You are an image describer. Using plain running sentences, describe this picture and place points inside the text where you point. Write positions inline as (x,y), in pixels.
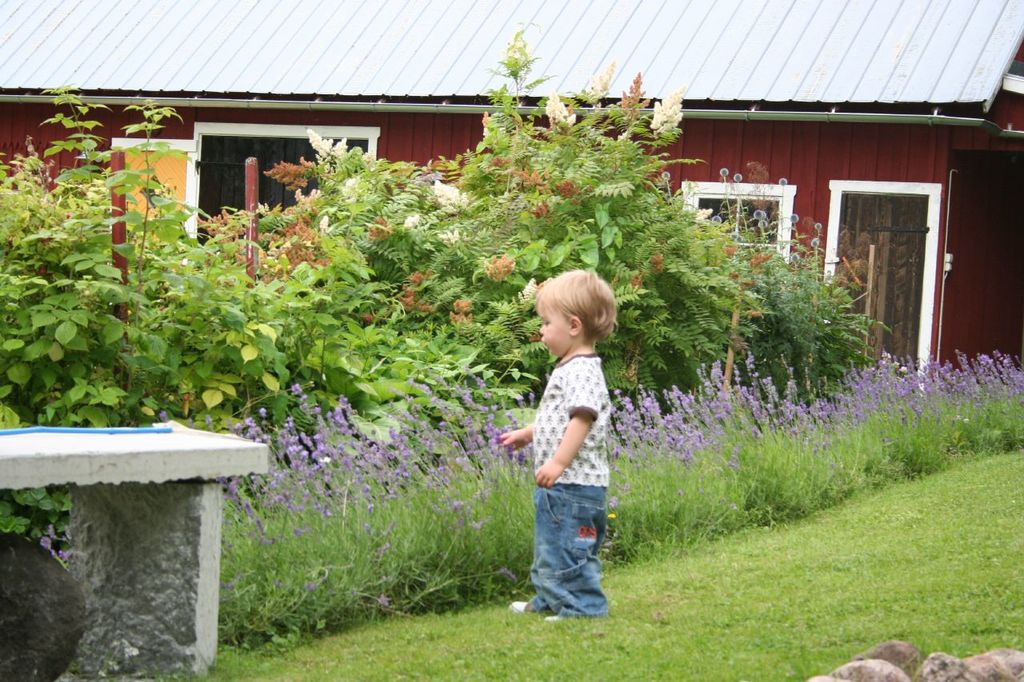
In this picture we can see a boy (533,607) standing on the ground (622,626), here we can see some stones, bench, plants (391,600), flowers (451,559), poles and in the background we can see a house (781,238), roof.
